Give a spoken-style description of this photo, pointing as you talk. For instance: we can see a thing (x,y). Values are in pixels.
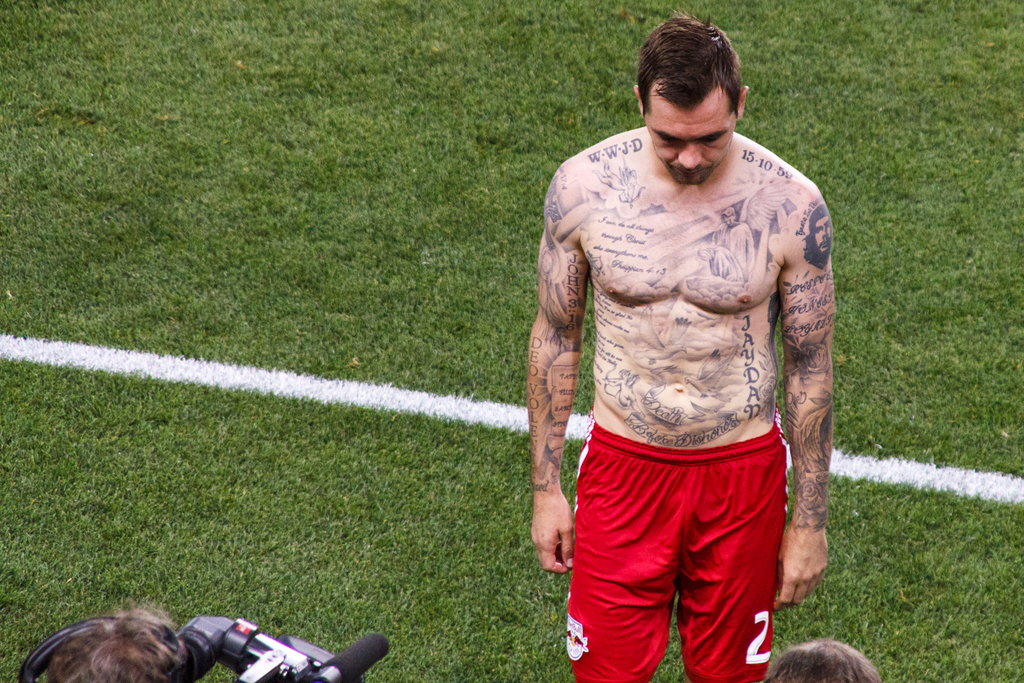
Land (357,125) is covered with grass (242,200). Here we can see a person (644,566). On this person's body (761,307) there are tattoos (764,249). This man (134,649) is holding a camera (223,645) with mic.
